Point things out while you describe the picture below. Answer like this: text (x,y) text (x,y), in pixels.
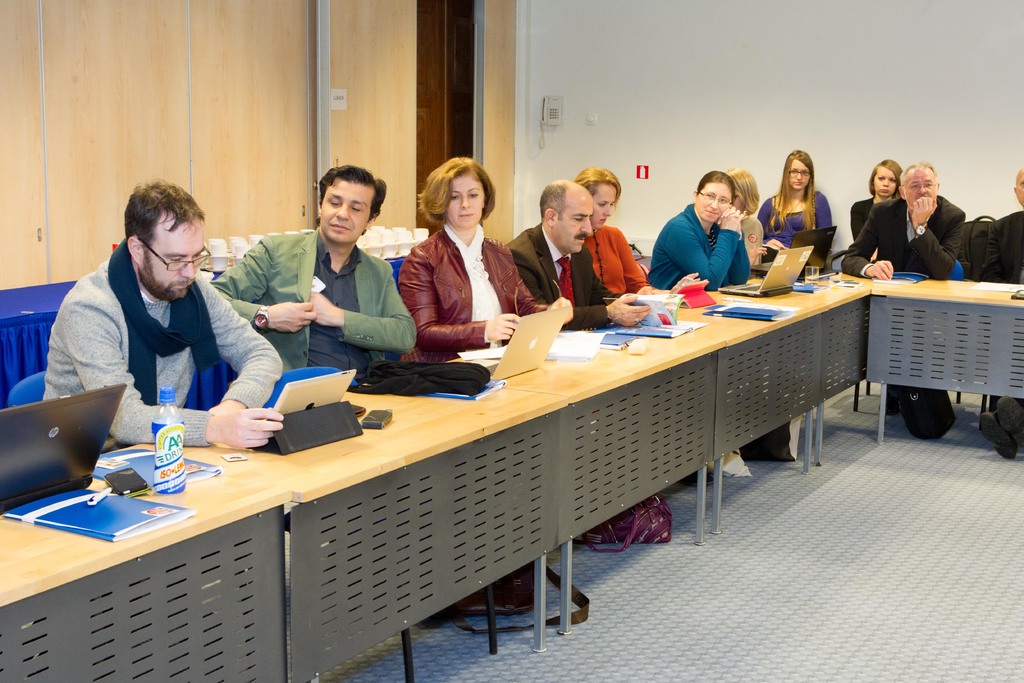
This picture shows a group of people (79,352) seated on the chairs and we see laptops (781,281) and few papers (119,499), bottles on the table (205,662).
